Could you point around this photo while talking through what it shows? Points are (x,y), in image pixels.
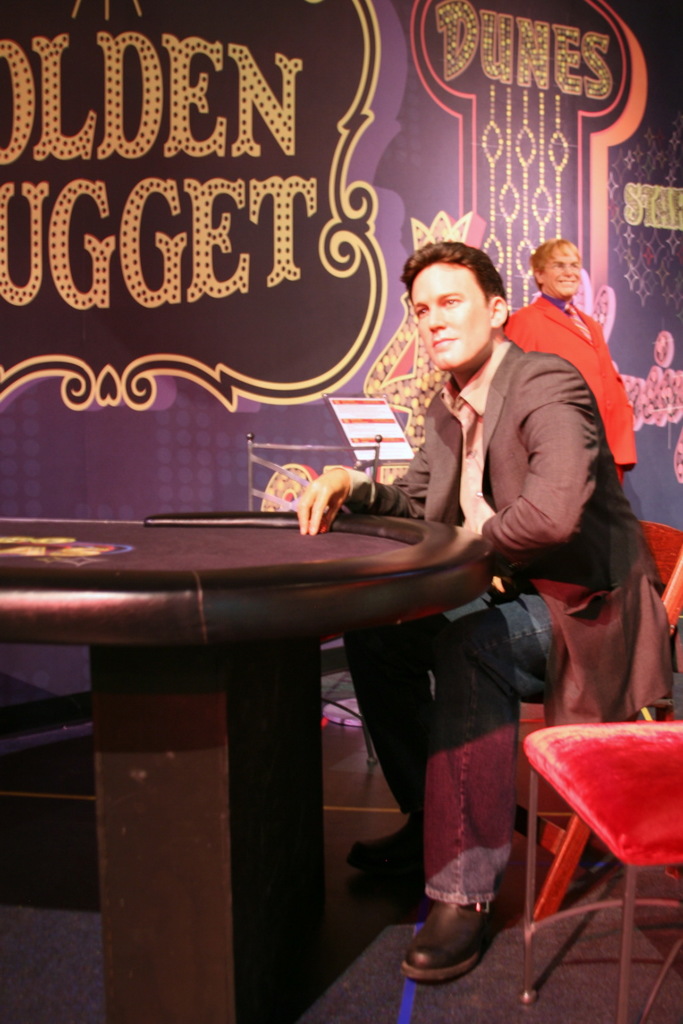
We can see a person (593,360) wearing a red colour blazer (599,378) standing near to the board (333,152). Here we can see one man (438,458) sitting on a chair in front of a table (417,617). This is a floor (682,971).
